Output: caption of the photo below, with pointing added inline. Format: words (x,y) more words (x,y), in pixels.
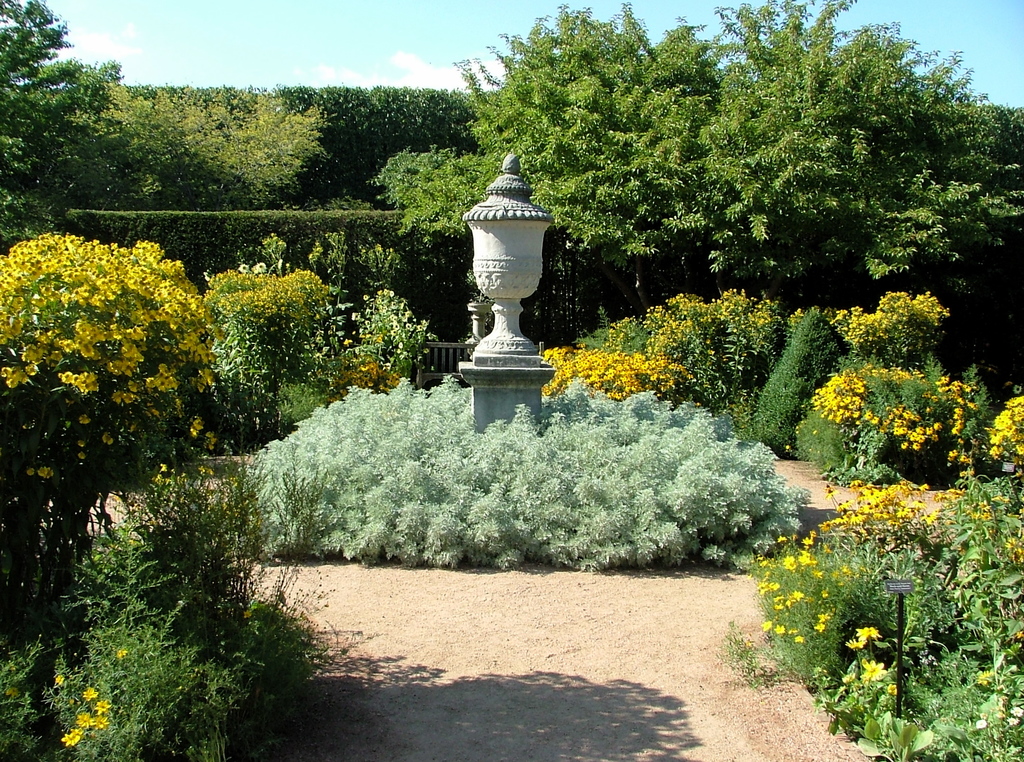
In this picture there is a sculpture (512,275) in the foreground (524,382) and there are different types of trees (969,289) and flowers (98,333). At the top (237,49) there is sky (289,7) and there are clouds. At the bottom (133,531) there are plants (893,545). On the right side of the image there are boards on the poles (901,689). At the back (435,366) there is a wooden railing (429,377).
